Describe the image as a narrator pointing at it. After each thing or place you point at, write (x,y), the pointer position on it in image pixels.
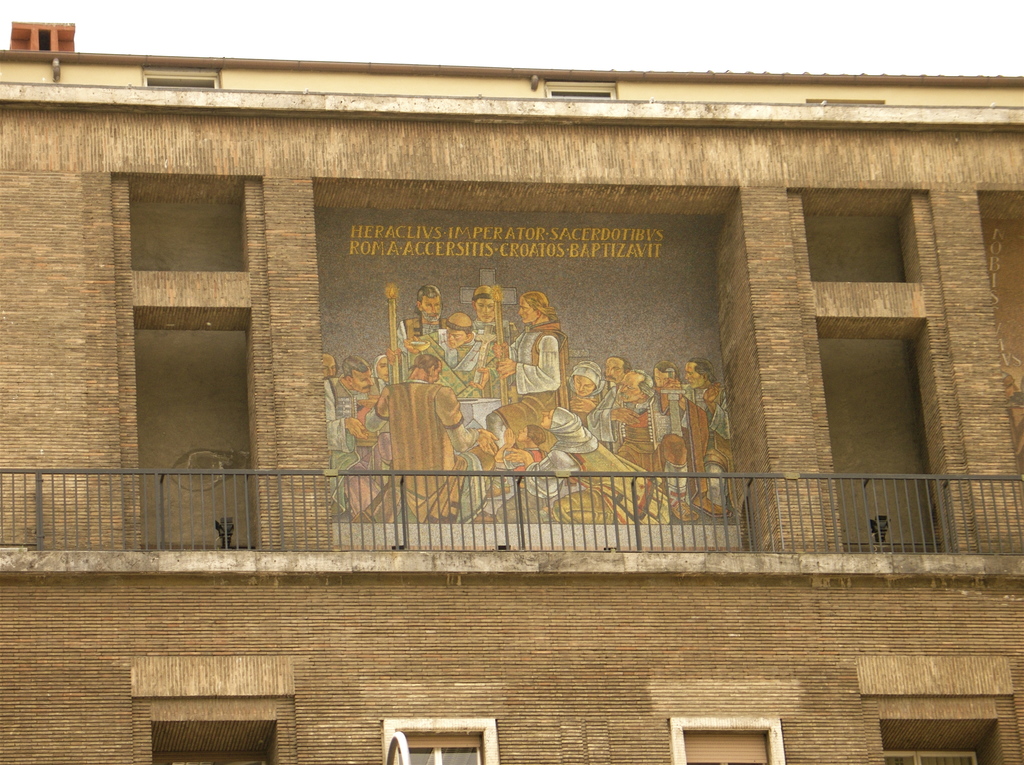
In this image I can see a building (624,619), fencing (523,521) and glass-windows (443,721). I can see few people (558,390) around and one person (538,389) is sitting and holding something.
